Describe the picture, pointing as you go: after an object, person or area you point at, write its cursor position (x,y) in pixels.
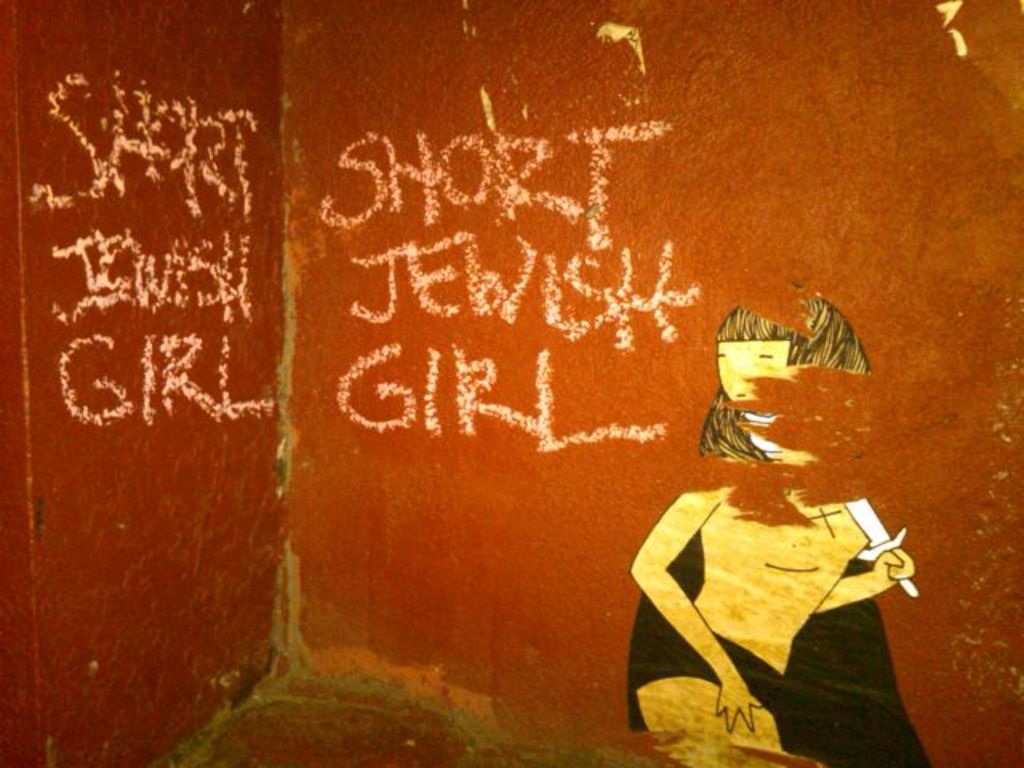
Here, we can see two walls (478,516) and there is SHORT JEWISH GIRL is written with the white color paint (685,292).
